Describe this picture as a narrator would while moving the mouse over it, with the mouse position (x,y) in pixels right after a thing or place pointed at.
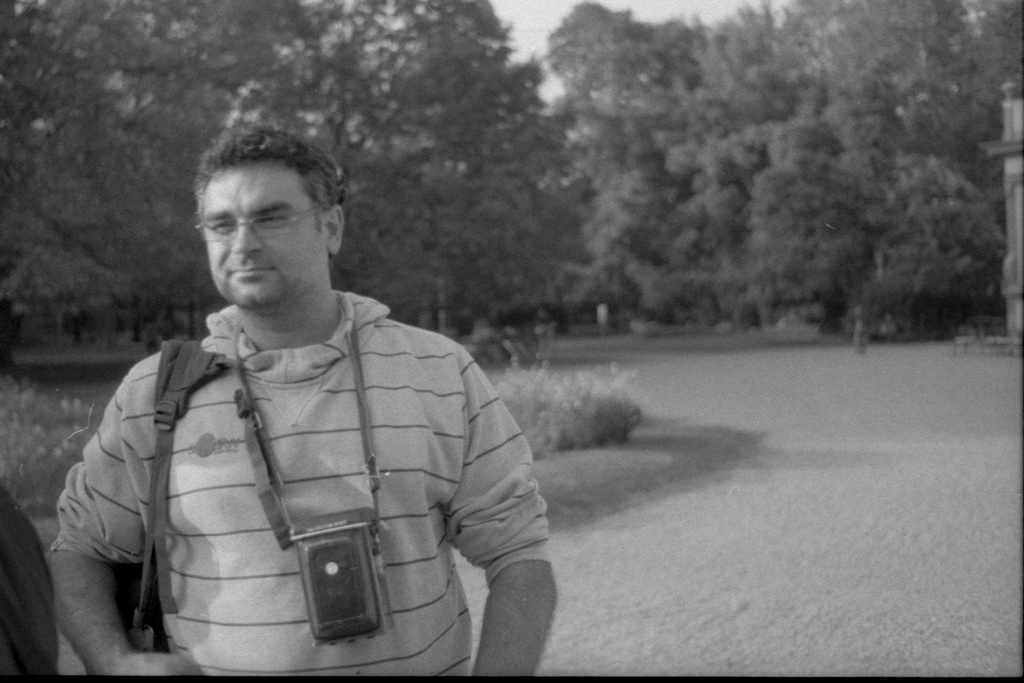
In this image there is a person (304,456) wearing a camera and a bag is standing with a smile on his face (217,228), behind the person (265,405) there are trees (458,245).
